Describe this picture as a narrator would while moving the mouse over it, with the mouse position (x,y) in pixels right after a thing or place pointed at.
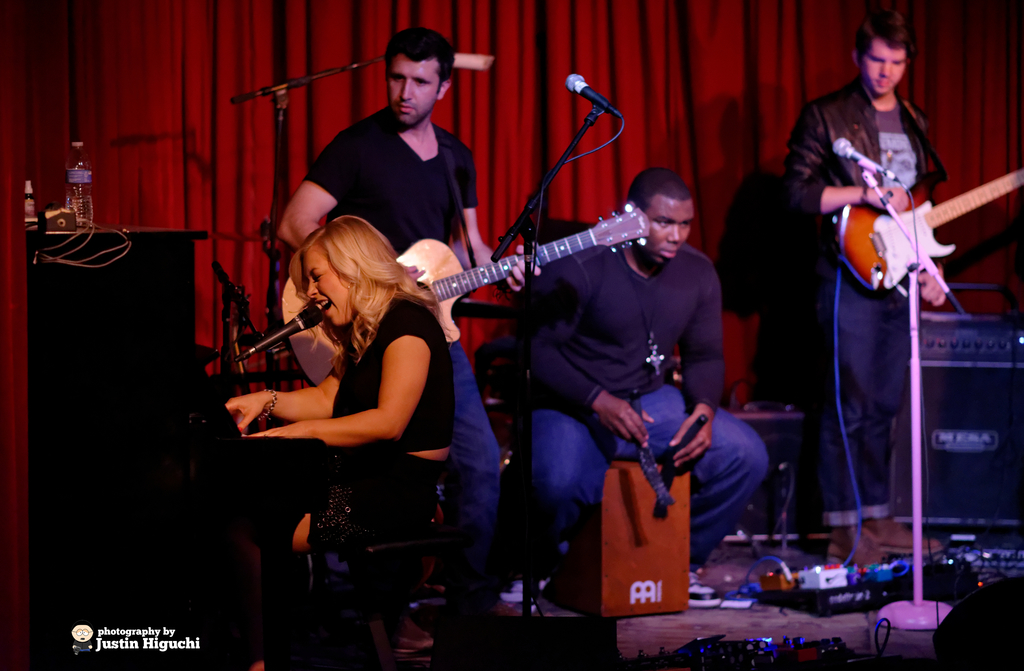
In this picture there are four people (635,302) holding some musical instruments (864,224) and there are some speakers (963,470) and a desk (54,337) on which some things (80,224) are placed and there is a red curtain (486,103) behind them.
